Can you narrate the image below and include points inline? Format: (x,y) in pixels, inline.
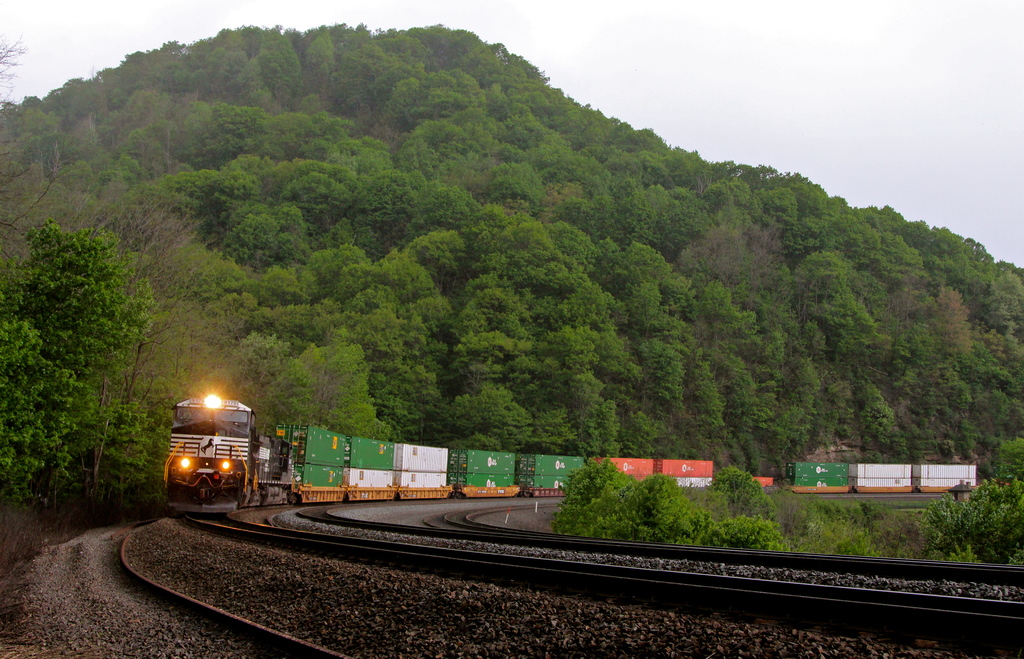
In the foreground of the image (522,566) we can see railway track (275,555). In the middle of the image (586,346) we can see a train (196,430) and trees (432,390). On the top of the image (626,81) we can see the sky (876,134).
